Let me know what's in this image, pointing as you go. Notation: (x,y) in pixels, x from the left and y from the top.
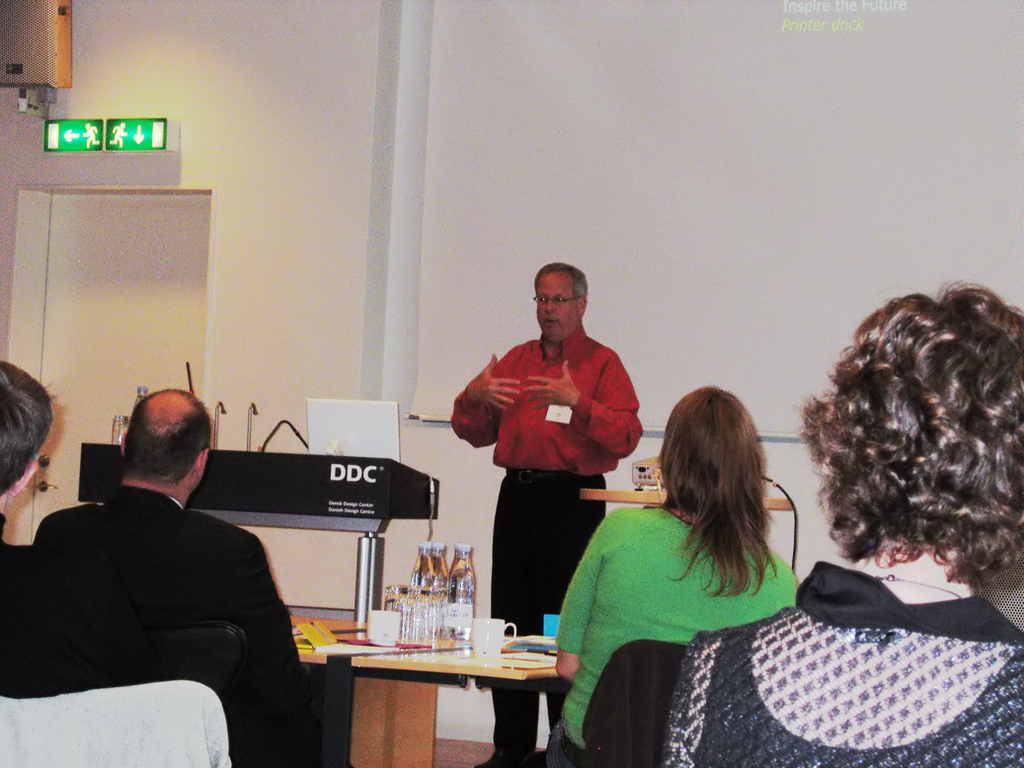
In this picture there are few people (664,543) sitting on the chair (111,760) and there is a man (493,547) standing over here the table (538,687) in front of him with some water bottles (452,590), Cup (483,626), book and another podium (394,485) over here with the laptop (344,448), there is a projector (644,469) over here in this projector screen (767,138) and to the left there are some emergency sign (58,120) here.
